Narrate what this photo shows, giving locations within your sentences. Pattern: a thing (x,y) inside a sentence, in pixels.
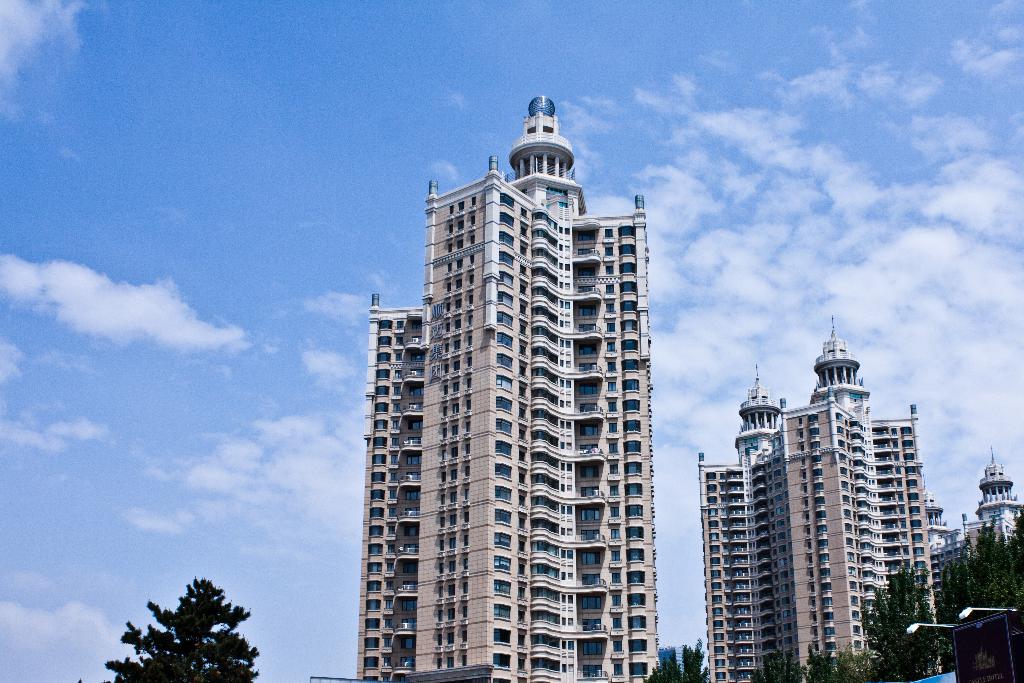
In this image we can see a group of buildings (783,509), trees (867,618) and poles (944,628). On the right side of the image (965,623) we can see a poster (998,642). In the background (745,146), we can see the cloudy sky (833,276).
